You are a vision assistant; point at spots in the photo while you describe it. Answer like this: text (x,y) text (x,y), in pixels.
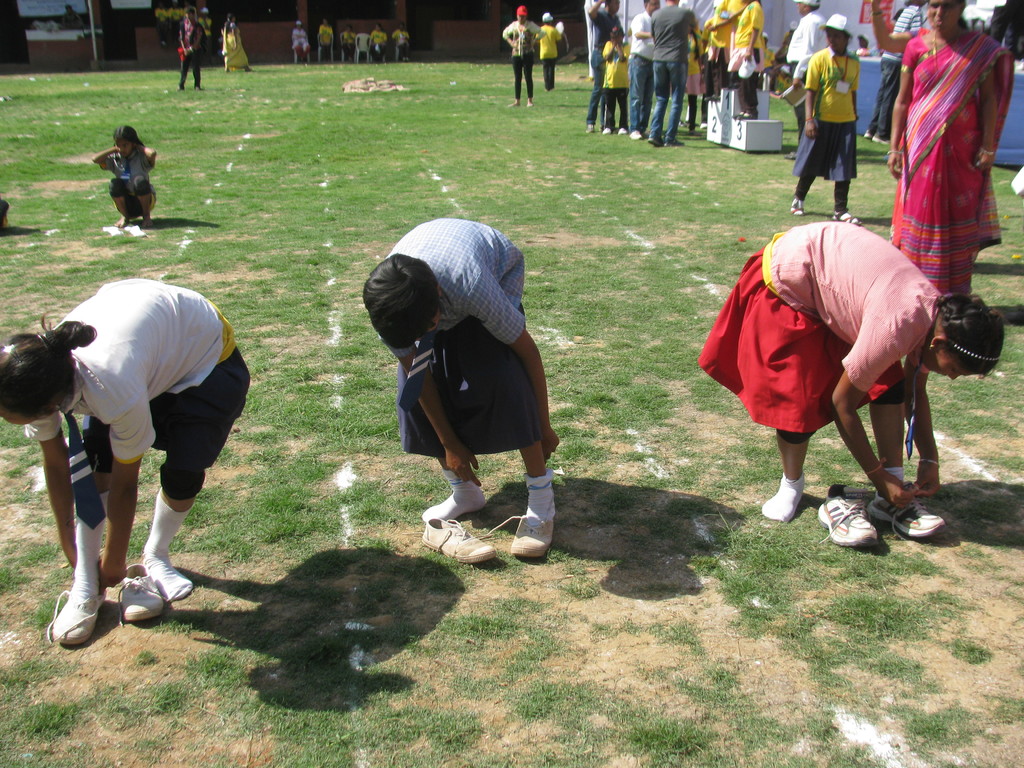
In this picture we can see some people (742,321) are standing and some people (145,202) are sitting. A girl (130,193) is in squat position. On the grass (299,576) there are shoes (71,630). On the right side of the people (670,63) there are some objects (776,127). Behind the people (382,30), it looks like a building (266,20).
